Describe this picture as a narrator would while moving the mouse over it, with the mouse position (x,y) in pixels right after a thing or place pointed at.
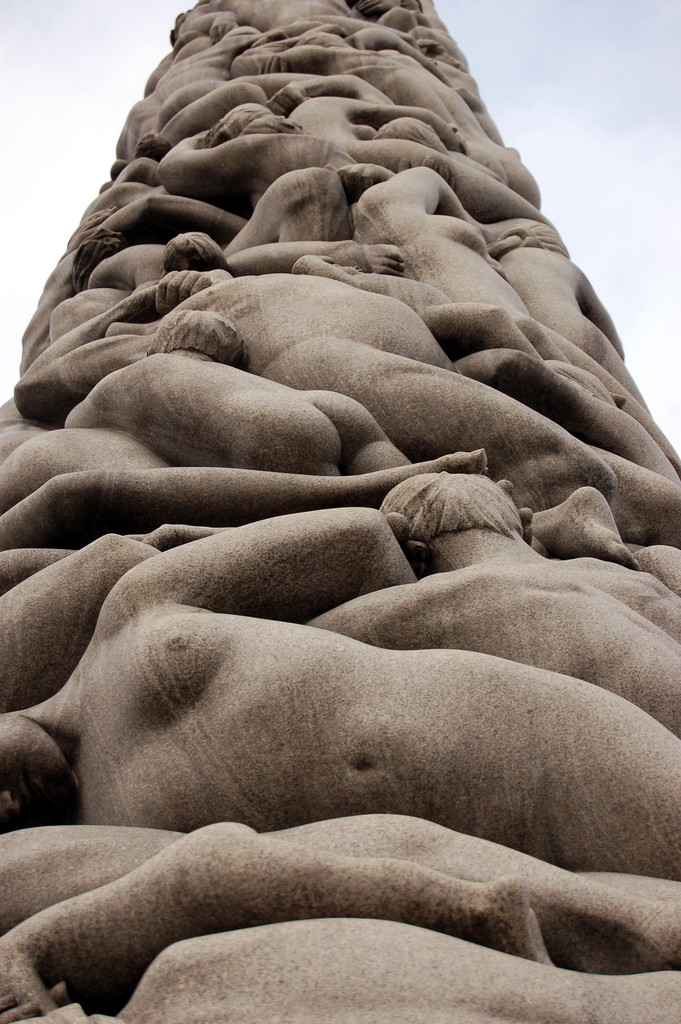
In this image we can see the people sculpture (520,411). In the background (115,67) we can see the sky (573,125).
